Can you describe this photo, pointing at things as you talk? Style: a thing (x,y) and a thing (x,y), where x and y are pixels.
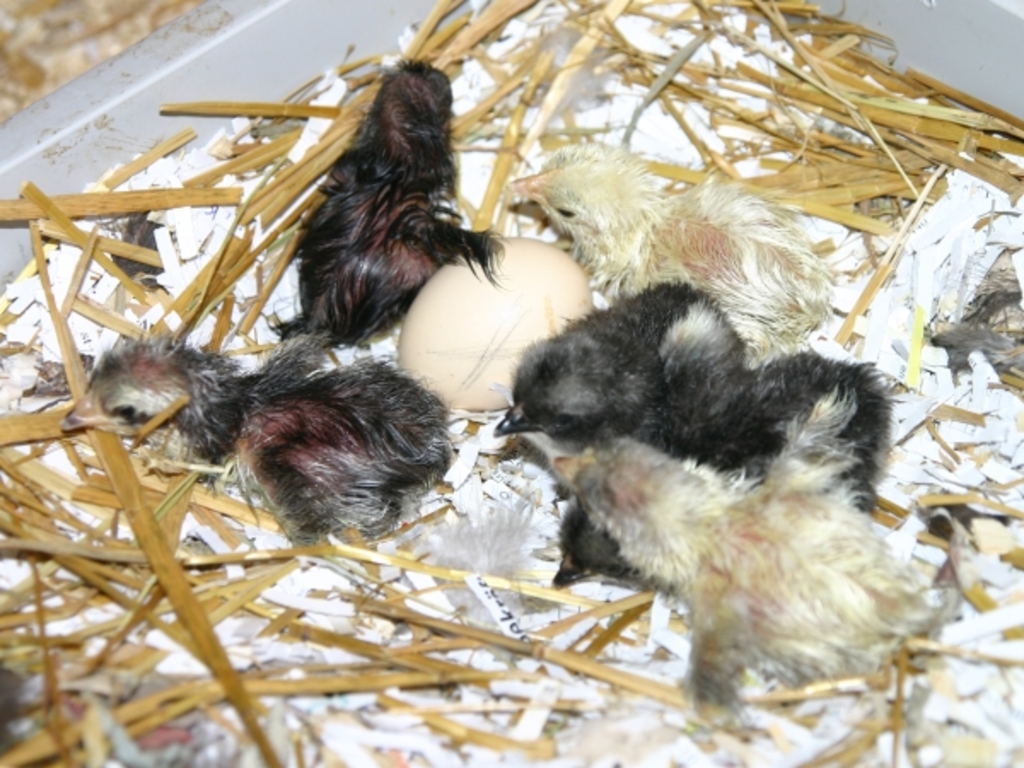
In this picture we can observe some birds (642,394). There is an egg (505,299). We can observe black and white color birds (340,366). There is some dried grass (229,244) in this picture.
